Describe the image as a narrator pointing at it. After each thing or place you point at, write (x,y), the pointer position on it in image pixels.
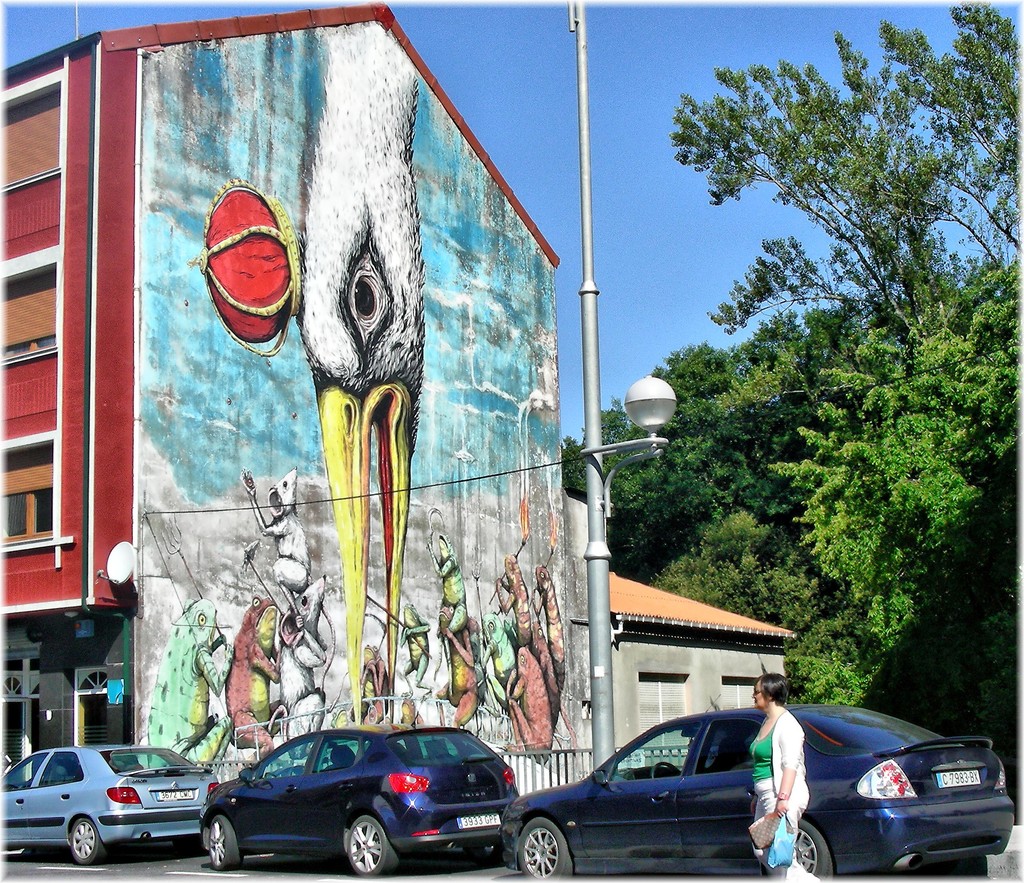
In this picture we can observe a painting (278,226) on the wall (205,249) of the building (250,359). We can observe a bird (360,410) on the wall (329,352). There are some animals (257,637) painted on this wall (287,634). The building (75,333) is in maroon color. We can observe some cars (305,793) on the road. There is a pole (582,113). On the right side (814,435) we can observe trees (786,469). In the background (611,152) there is a sky (529,86).
